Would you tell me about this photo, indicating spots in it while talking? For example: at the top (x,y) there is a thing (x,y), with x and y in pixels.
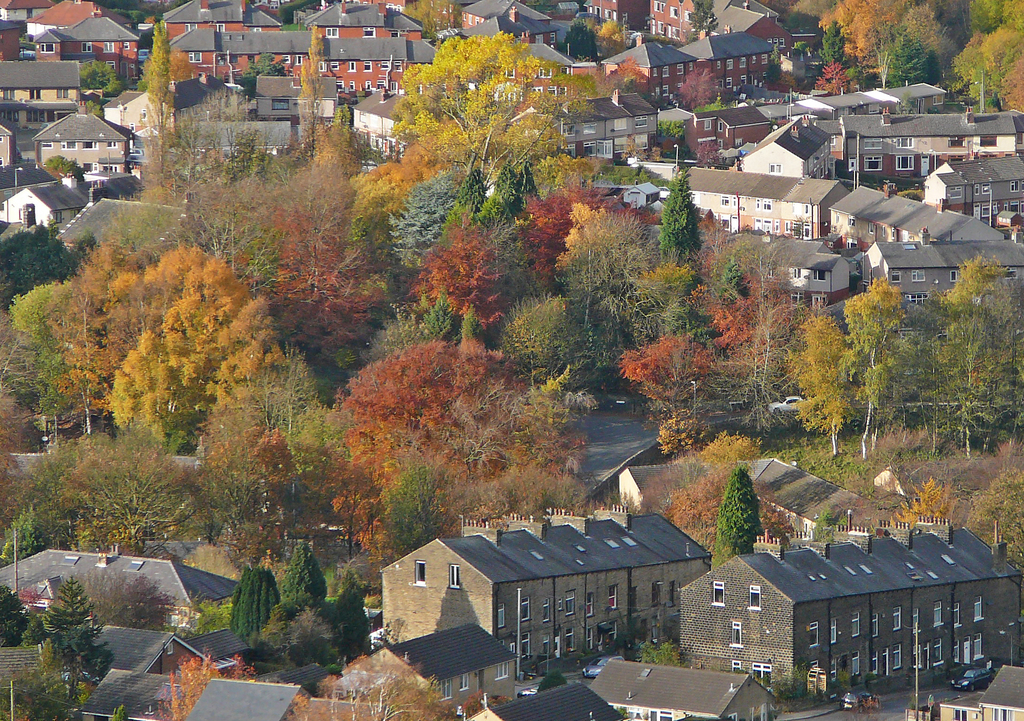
In the image we can see some trees (70,654), buildings (37,56), vehicles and poles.
